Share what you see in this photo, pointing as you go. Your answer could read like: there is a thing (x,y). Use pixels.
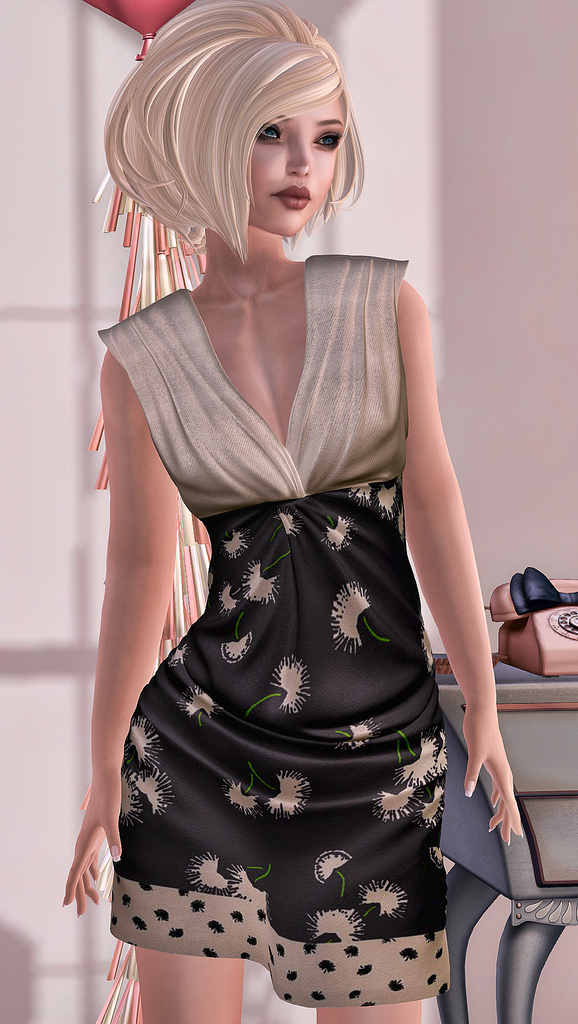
This is an animated image, we can see there is one picture (268,485) of a woman (261,480) in the middle of this image (278,664), and there is a telephone (510,664) kept on a table (526,708) on the right side of this image (552,685), and there is a wall (385,223) in the background (462,257).
